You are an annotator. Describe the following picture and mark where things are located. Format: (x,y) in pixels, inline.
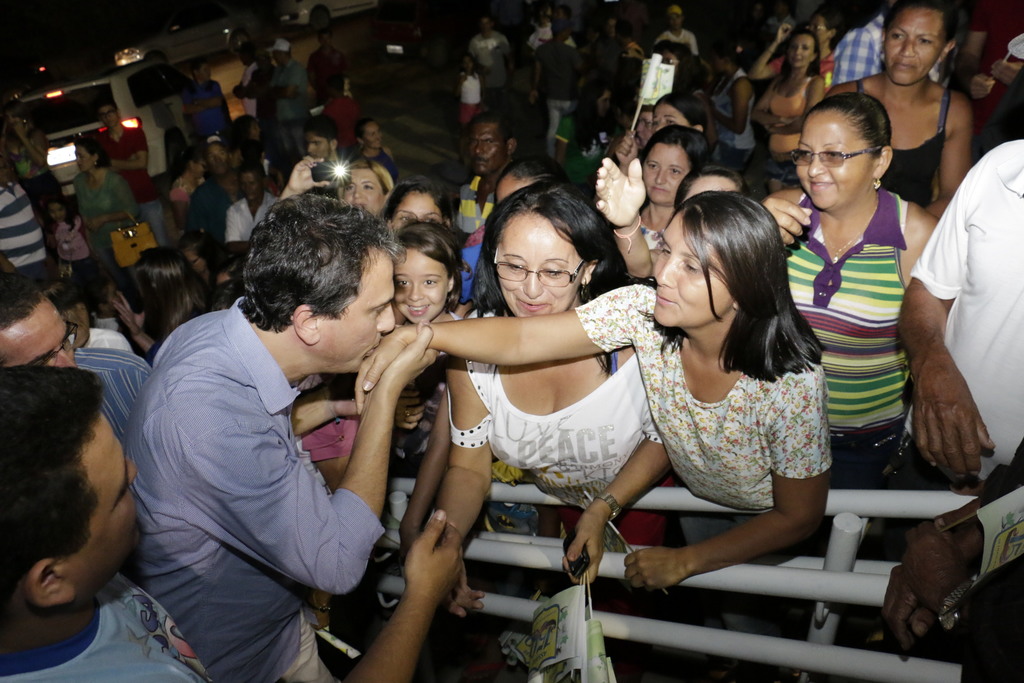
In this image I can see a crowd (425,293) of people (413,300). On the left side (228,426) a man (246,396) is standing and holding a woman's hand (387,359) and kissing. In front of him there is a railing (833,585). In the background (152,87), I can see few vehicles (124,75) in the dark.
